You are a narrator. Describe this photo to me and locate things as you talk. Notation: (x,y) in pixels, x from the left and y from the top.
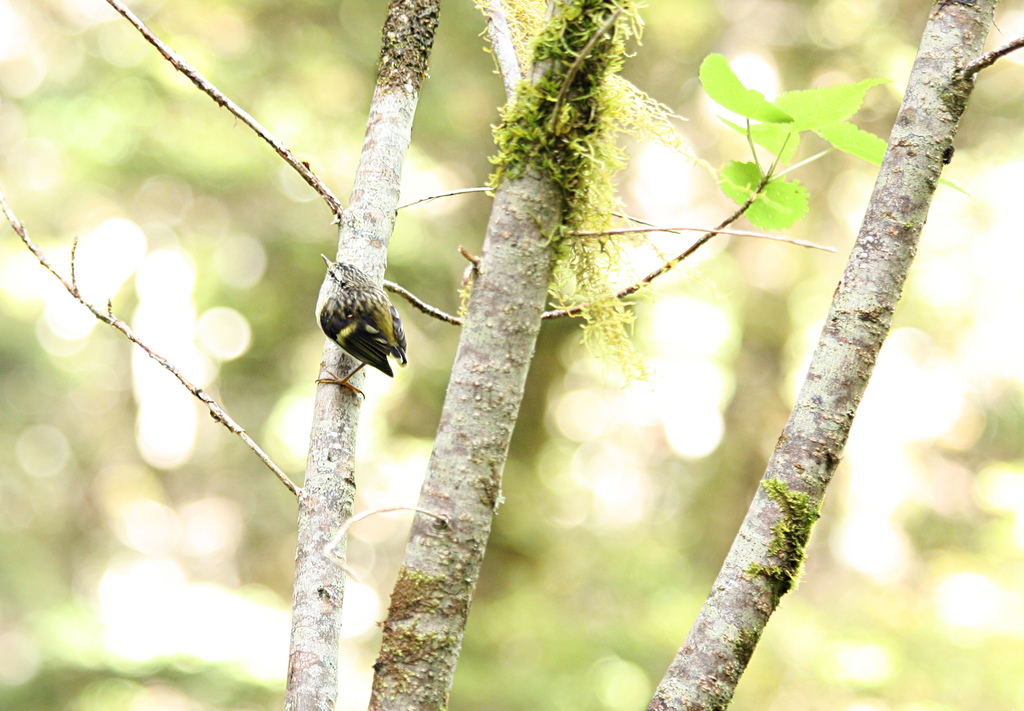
In the center of the image (532,329) we can see bird (369,304), tree (397,675), leaves (820,101) are there. In the background (407,234) the image is blur.
